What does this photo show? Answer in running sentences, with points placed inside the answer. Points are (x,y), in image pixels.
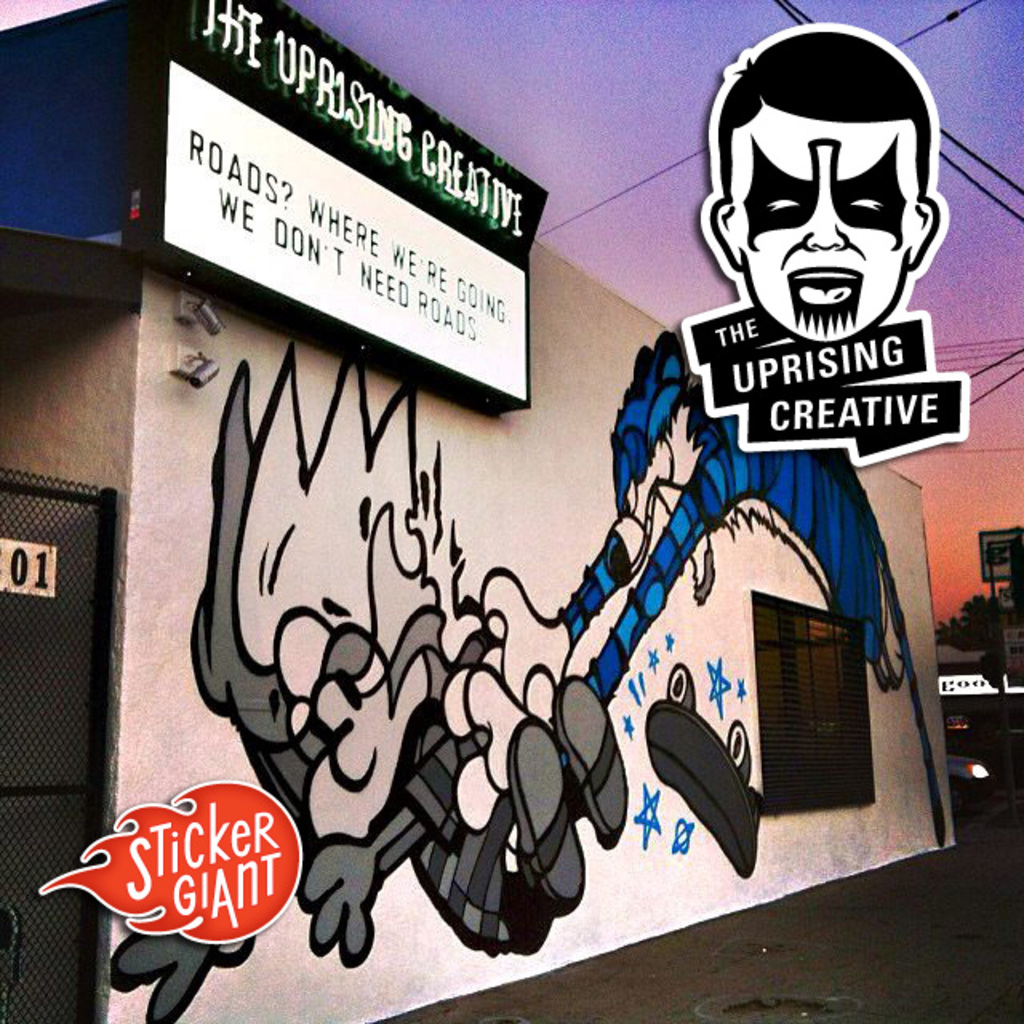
In this picture I can see the painting (758,452) which showing an animal (806,485) which is pouncing on a boy (502,861) which is painted on the wall (880,721). Beside that there is a window (818,687). On the left (20,572) there is a black gate (47,711). In the background (962,709) I can see the advertisement board (1005,575), trees (987,628), buildings (1015,653) and cars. At the top (598,131) I can see the sky (661,45) and electric wires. In the top left corner (307,142) I can see the banners (270,170).
